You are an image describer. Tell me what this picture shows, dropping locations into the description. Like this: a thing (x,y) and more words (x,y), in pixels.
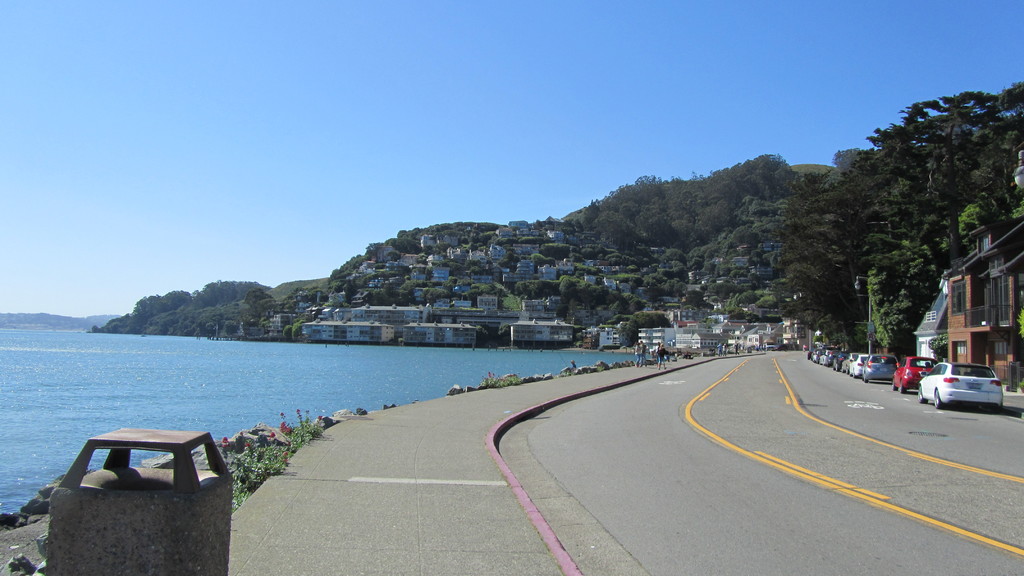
This image is clicked on the road (703,501). To the right (790,457) there is a road (781,405). There are cars (878,378) parked on the road (894,393). There are a few people (637,360) walking on the walkway (363,547). In the bottom left (166,527) there is a dustbin (137,527) on the walkway (409,435). Behind the dustbin (153,493) there are rocks (269,438) and plants (319,434) on the ground (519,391). Beside the walkway (434,429) there is the water (162,374). In the background (255,329) there are buildings (379,321) and trees (624,217) on the mountains (665,251). At the top (377,106) there is the sky (268,171).
